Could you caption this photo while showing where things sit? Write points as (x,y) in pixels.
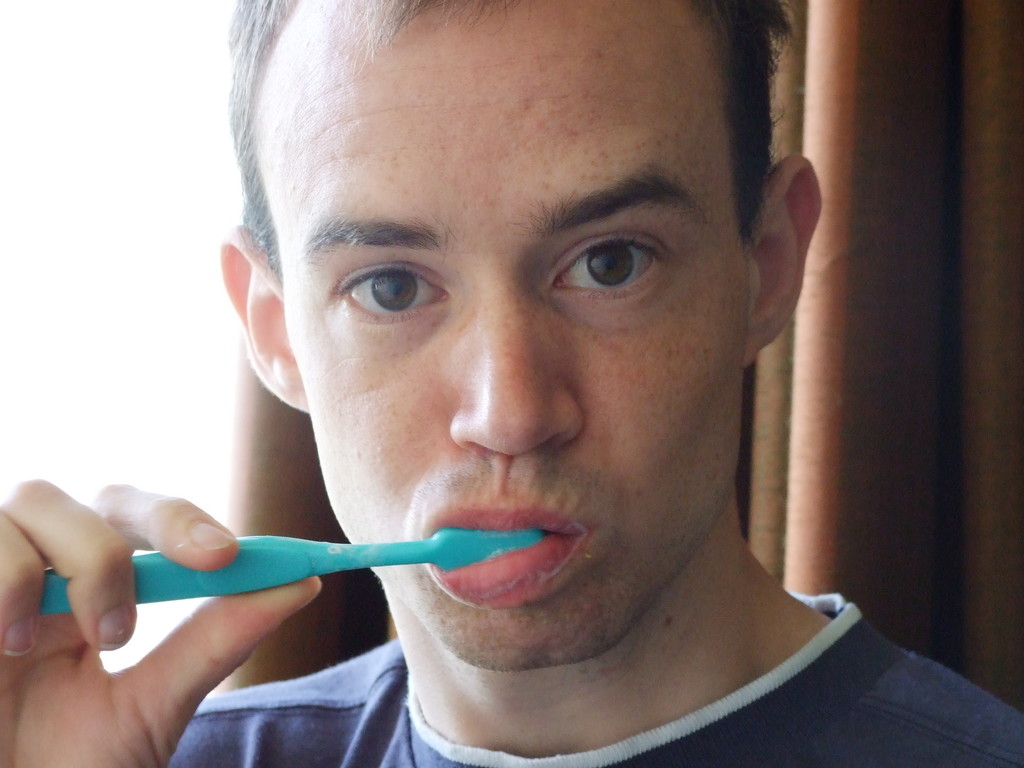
In this image I can see a person (369,398) is holding blue color brush (348,548). Background (806,378) is brown color.
